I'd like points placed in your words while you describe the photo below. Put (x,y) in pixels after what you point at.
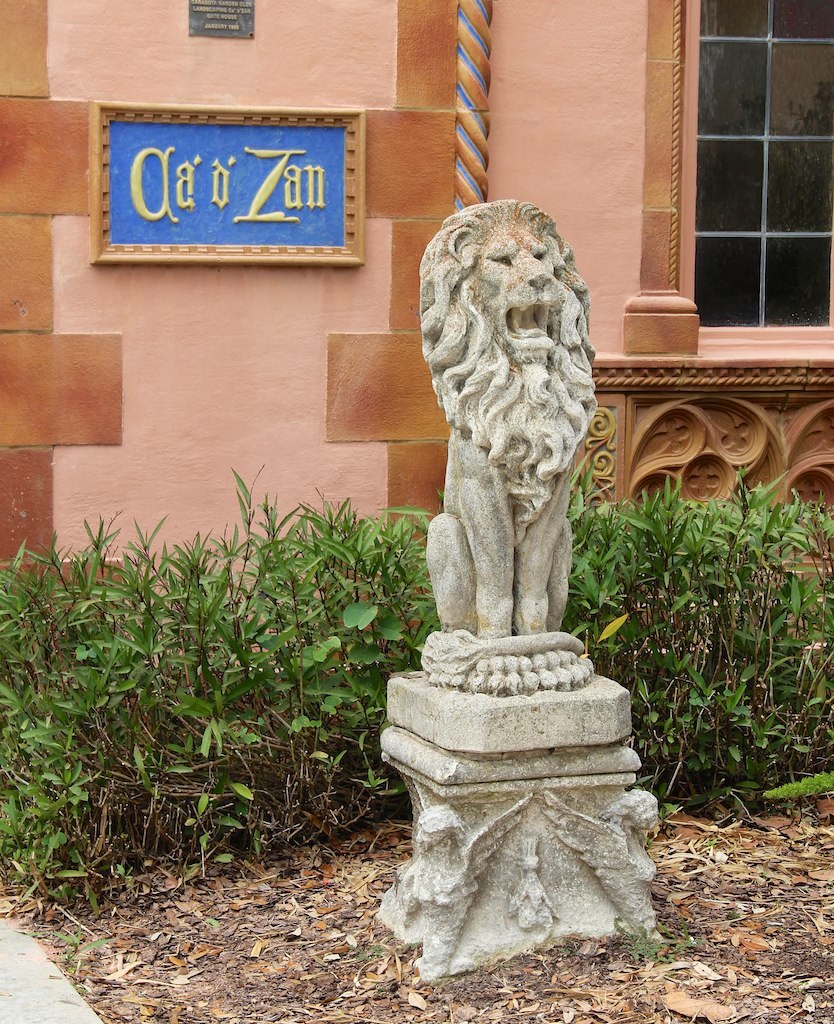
In this image I can see a sculpture (570,661). I can see few plants (614,513). In the background (563,69) there is a building (496,194). I can see a board (167,236) with some text (274,219) on it.
